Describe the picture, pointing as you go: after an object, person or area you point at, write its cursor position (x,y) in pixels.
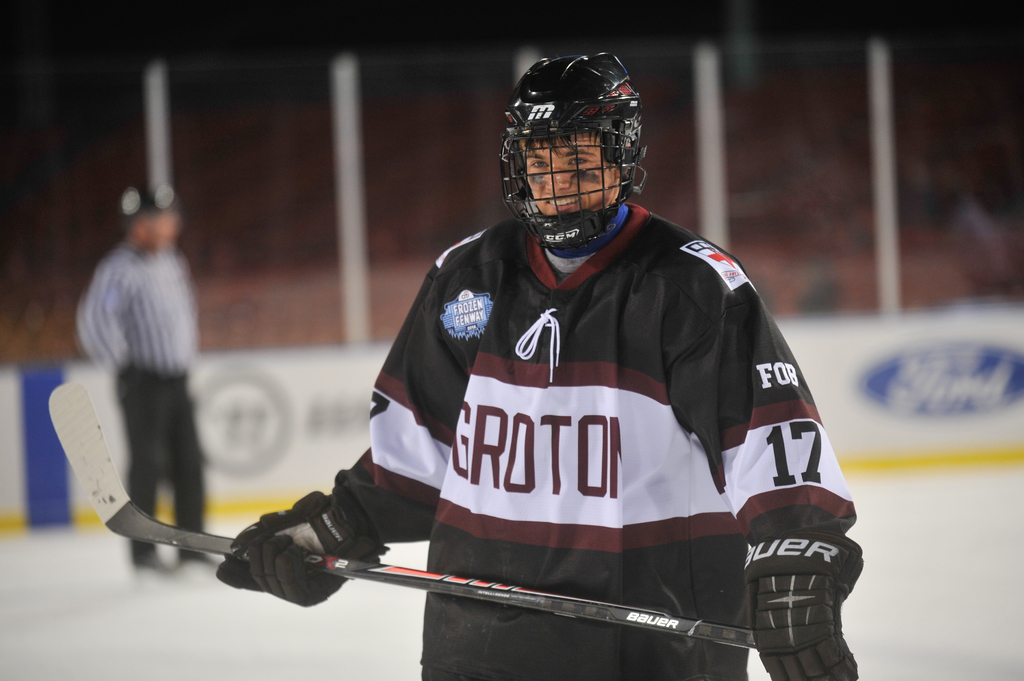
In this picture I can see there is a man (656,671) standing here and he is wearing a jersey (557,518) and holding a hockey stick (328,557), wearing a helmet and in the backdrop (12,214) there are empty chairs (458,214).
